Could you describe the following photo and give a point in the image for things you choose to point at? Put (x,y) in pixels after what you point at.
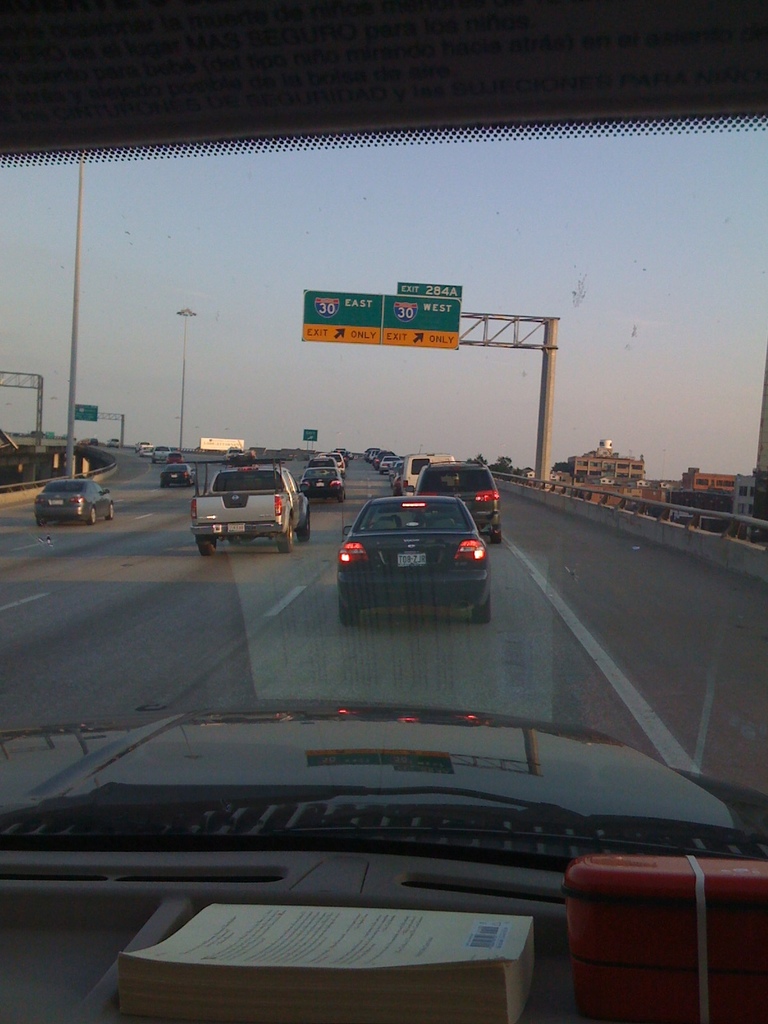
In this image, I can see the vehicles (236,451) on the road (103,521), sign boards (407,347) attached to a pole (540,462) and buildings (591,462). In the background (277,406), there is the sky (305,199). At the bottom of the image (361,950), I can see a book (453,950) and an object (602,913), which are placed on a dashboard (95,886) of a vehicle (519,895).
